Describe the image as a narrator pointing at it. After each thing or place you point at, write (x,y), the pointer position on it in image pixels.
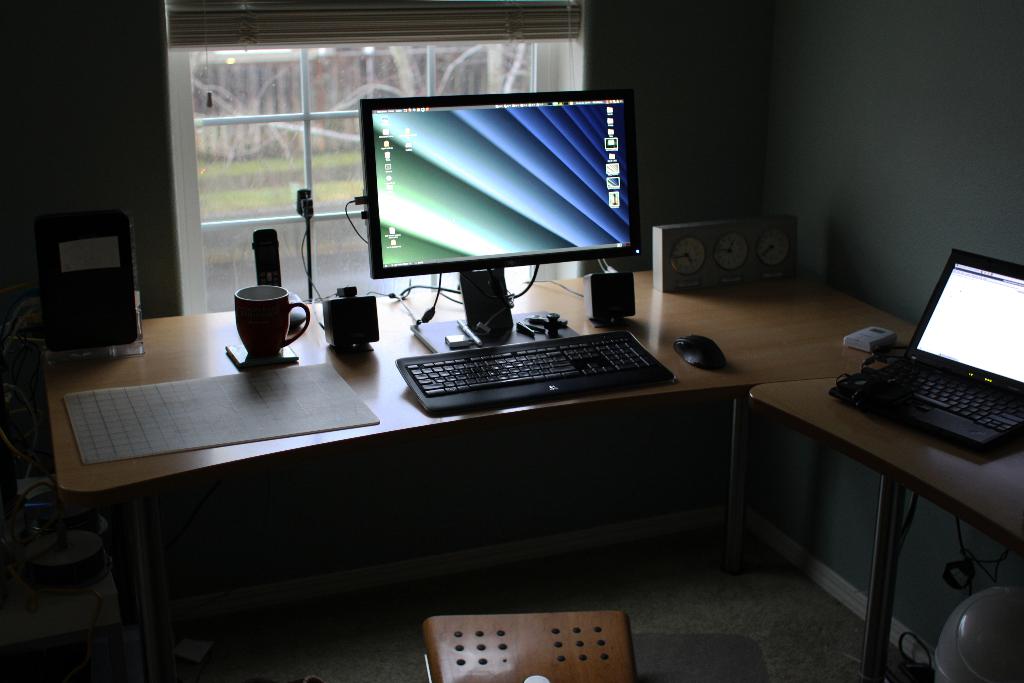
In this picture we can see table (796,334) and on table (149,474) we have paper (237,378), cup (279,323), speakers (335,314), keyboard (474,366), monitor (566,151), mouse (683,349), laptop (946,328), remote (876,337) and in background (332,209) we can see window (307,91).
